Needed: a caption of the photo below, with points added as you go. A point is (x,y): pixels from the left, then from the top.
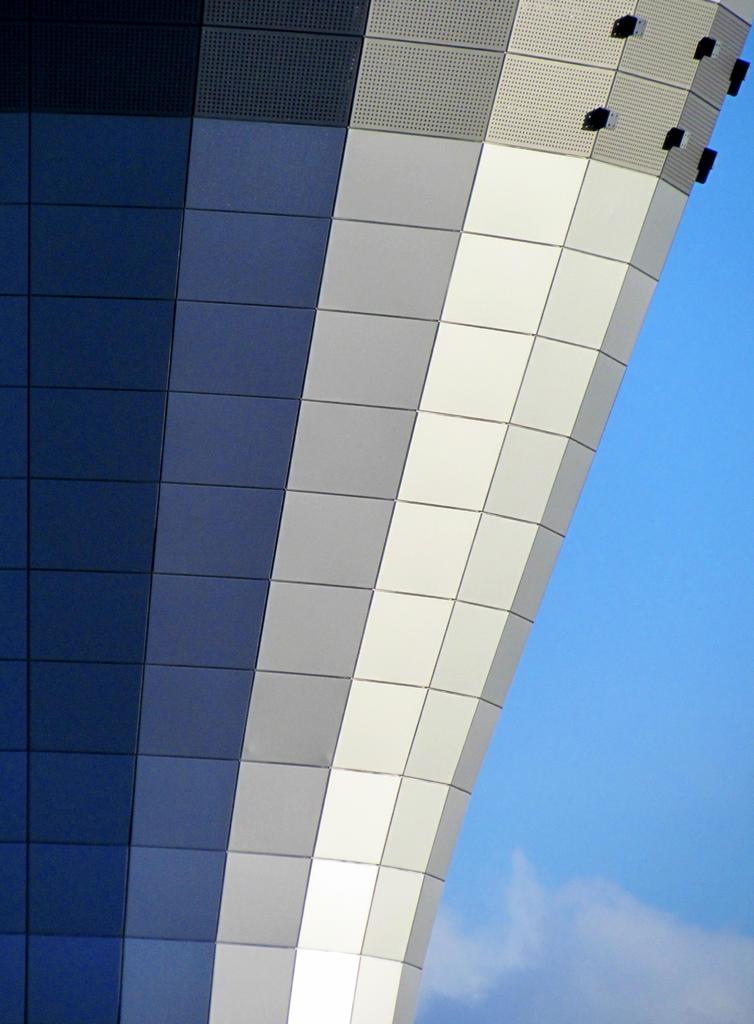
In this image we can see building (423,510), sky (551,626) and clouds (523,893).
